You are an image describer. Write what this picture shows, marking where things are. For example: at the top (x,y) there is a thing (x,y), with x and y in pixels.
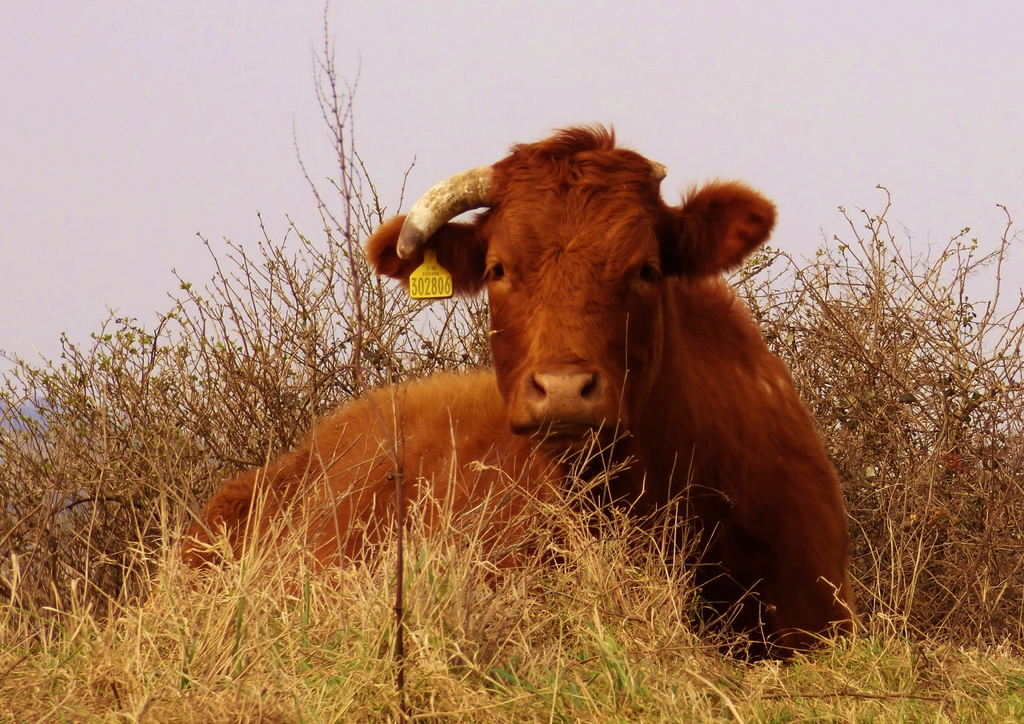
In this picture there is an animal (704,361) sitting. At the top (54,194) there is sky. At the bottom (491,685) there is grass (553,600) and the animal (645,368) is in brown color.
